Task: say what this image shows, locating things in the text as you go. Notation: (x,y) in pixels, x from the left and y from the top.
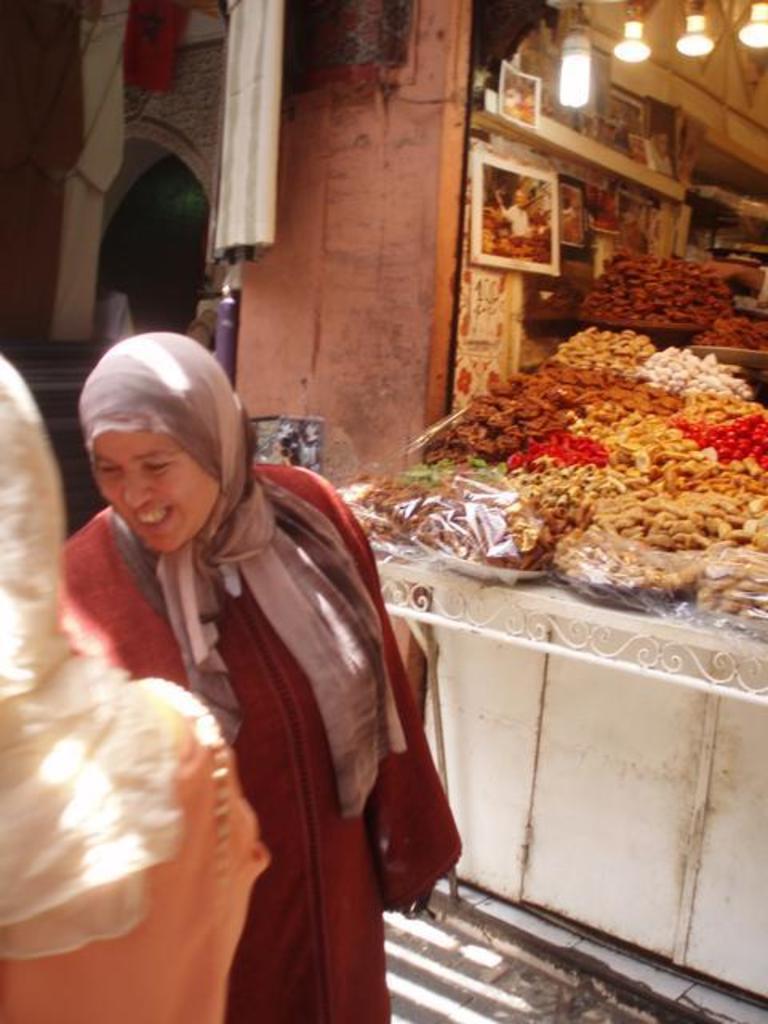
In this picture I can see 2 persons (162,589) who are standing in front of this image and I see the woman (116,484) on the right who is smiling and in the background (576,264) I see few more things (605,329) and I see the lights (579,81) on the top right of this image (601,50) and I see the wall (332,181).
